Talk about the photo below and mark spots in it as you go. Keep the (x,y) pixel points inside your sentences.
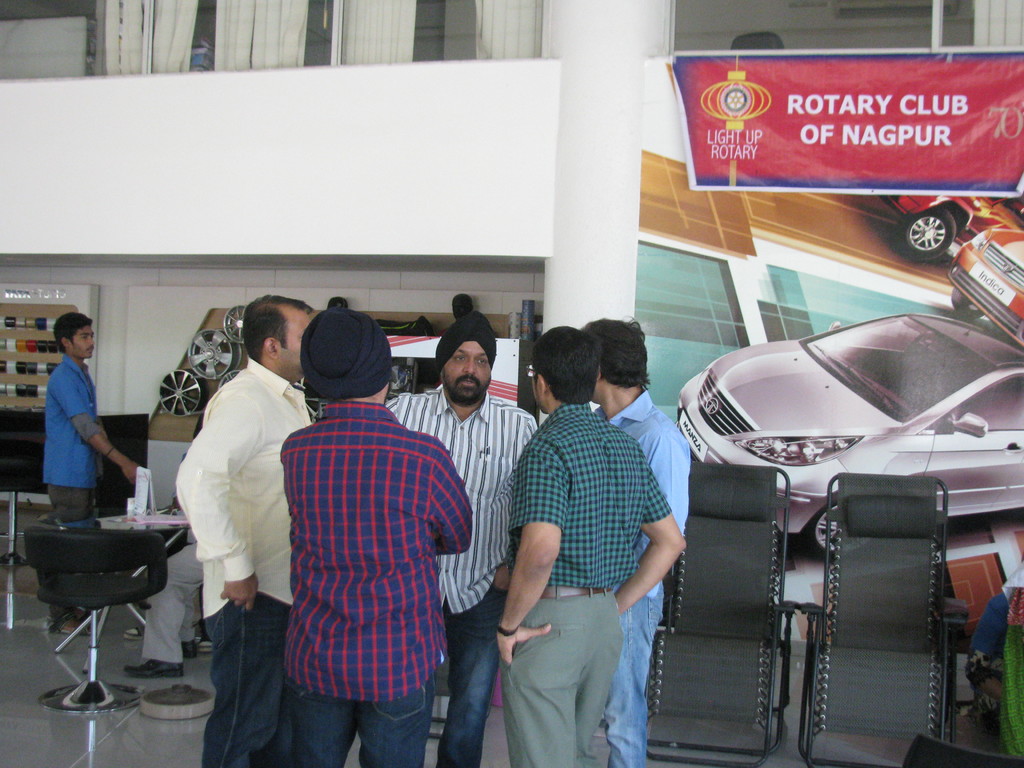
In this image we can see a group of persons (287,388) are standing on the floor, and at back (147,491) here is the table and some objects (136,500) on it, and here is the building (344,148), and here is the curtain (253,14), and here is the car (903,370).
